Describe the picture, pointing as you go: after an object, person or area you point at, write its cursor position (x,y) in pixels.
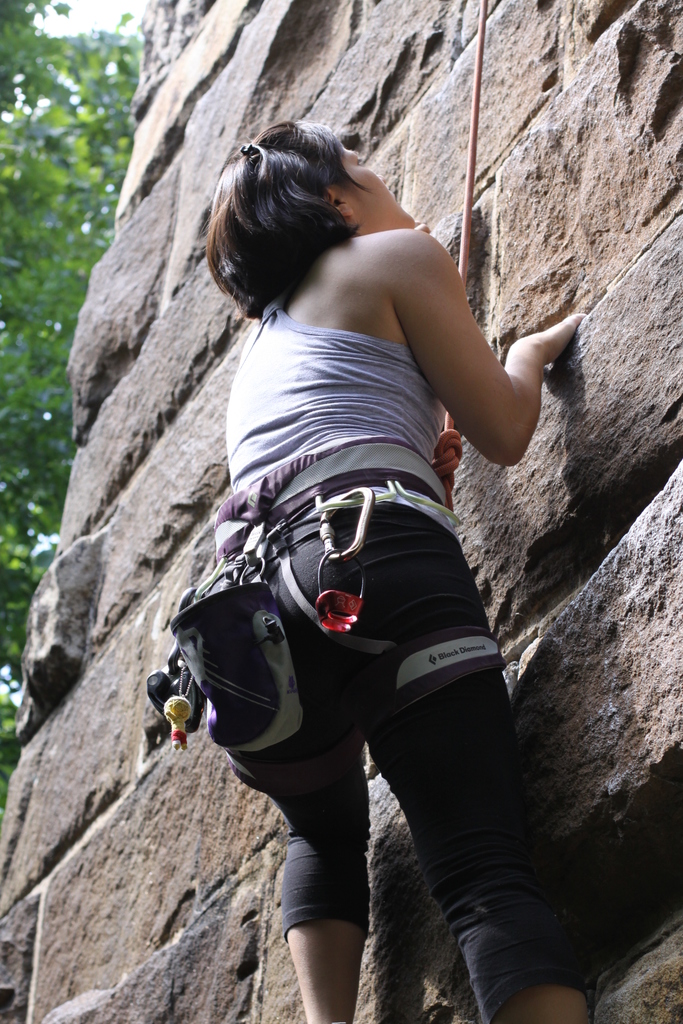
Here we can see a person (339,955) climbing a wall (510,340). In the background (63,45) we can see trees (72,50).
